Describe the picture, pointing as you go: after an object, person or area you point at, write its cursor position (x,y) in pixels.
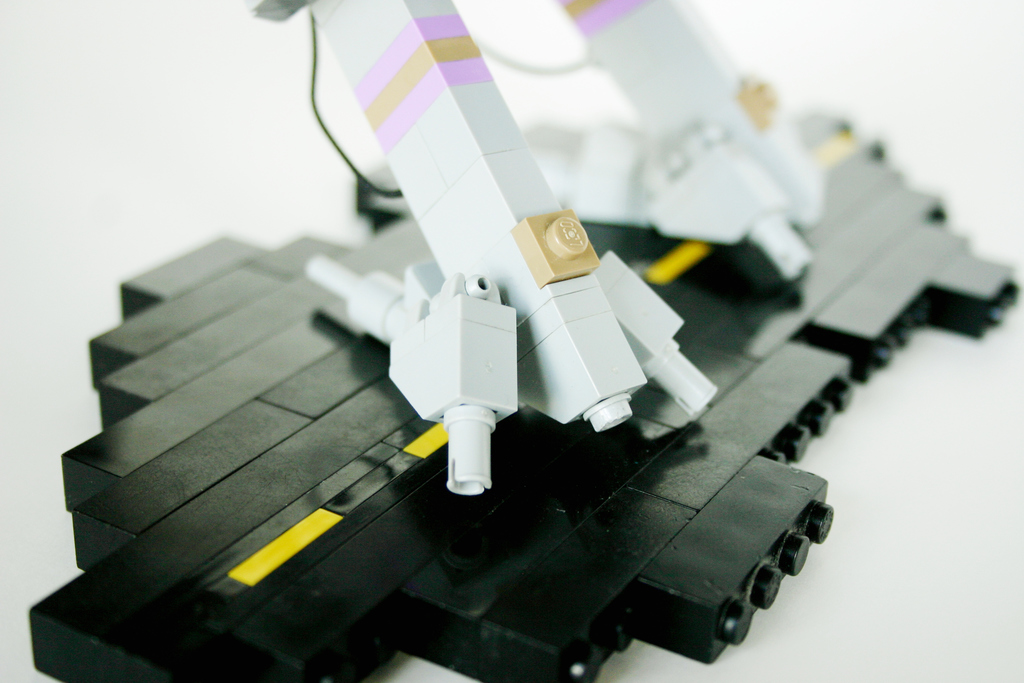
In this image I can see few black and few white color things (697,294). I can also see this image is little bit blurry from background (552,13).
